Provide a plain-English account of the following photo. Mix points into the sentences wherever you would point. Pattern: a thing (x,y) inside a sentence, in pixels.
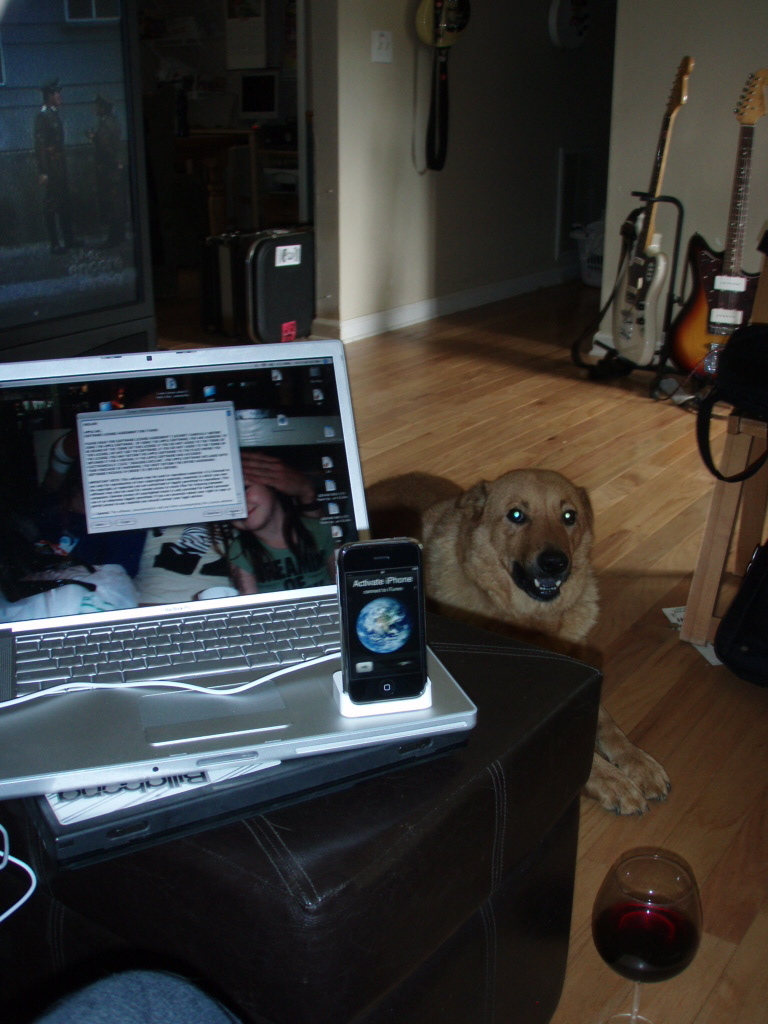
There is a laptop (189,653) and phone (381,655) placed on a chair (369,813) beside that there is a dog (477,566) and a glass (641,945) and in background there are guitars (652,212).
